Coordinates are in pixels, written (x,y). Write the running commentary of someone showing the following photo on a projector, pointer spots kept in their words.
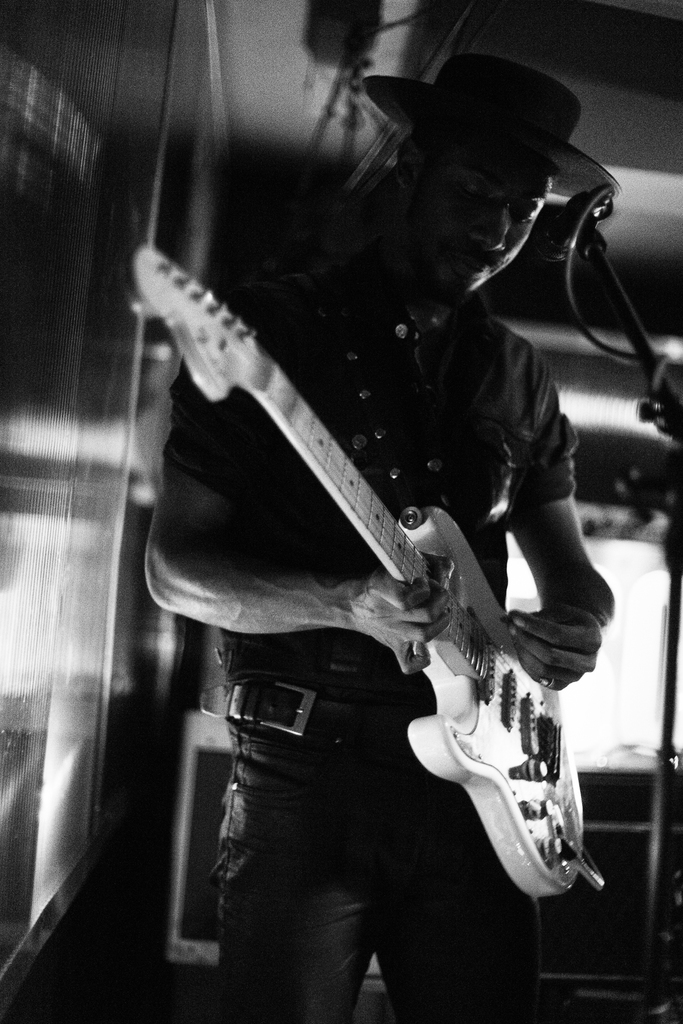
In this picture a man (413,414) is standing and holding a guitar (475,674) in his hand (399,599).
